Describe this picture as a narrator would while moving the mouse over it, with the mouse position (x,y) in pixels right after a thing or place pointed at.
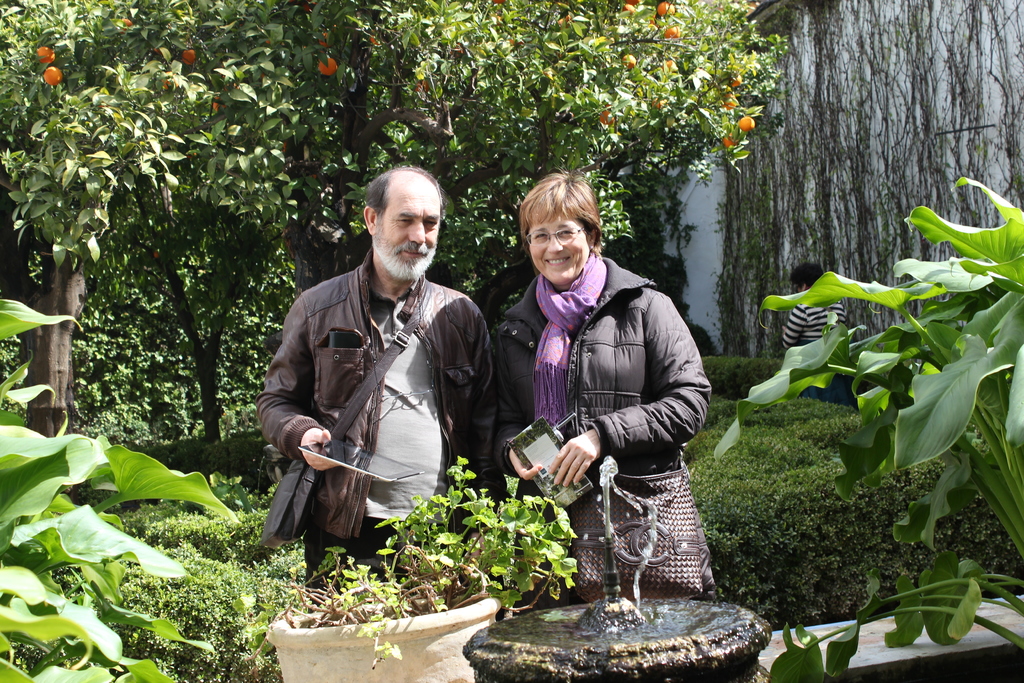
In this picture there is a man (314,558) standing and holding the object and there is a woman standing and holding the object (589,492). In the foreground (645,500) it looks like a fountain (544,661) and there are plants (132,563). At the back (95,424) there are trees (72,181) and there is a building (829,229) and there is a person (812,400) walking and there are fruits (319,64) on the tree (257,25). On the right side of the image (873,175) it looks like a wall (873,157).
